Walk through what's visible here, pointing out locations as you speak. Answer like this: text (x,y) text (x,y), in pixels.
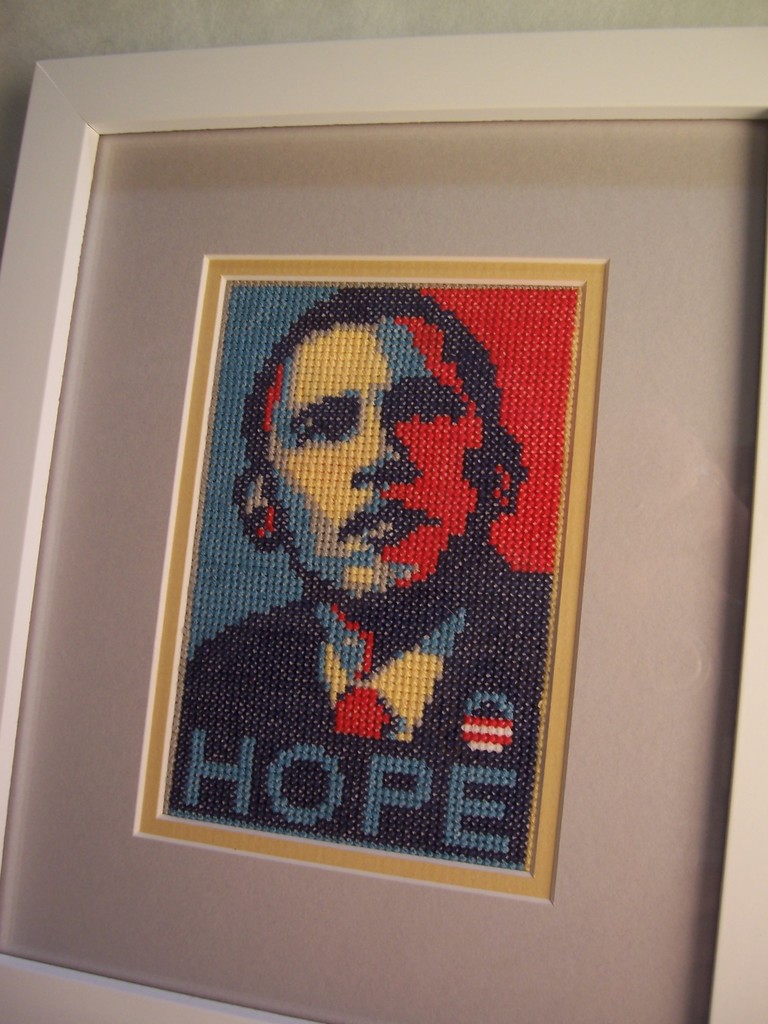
In this image there is a photo frame (175,138). In the photo frame (496,177) there is an art (354,485).
